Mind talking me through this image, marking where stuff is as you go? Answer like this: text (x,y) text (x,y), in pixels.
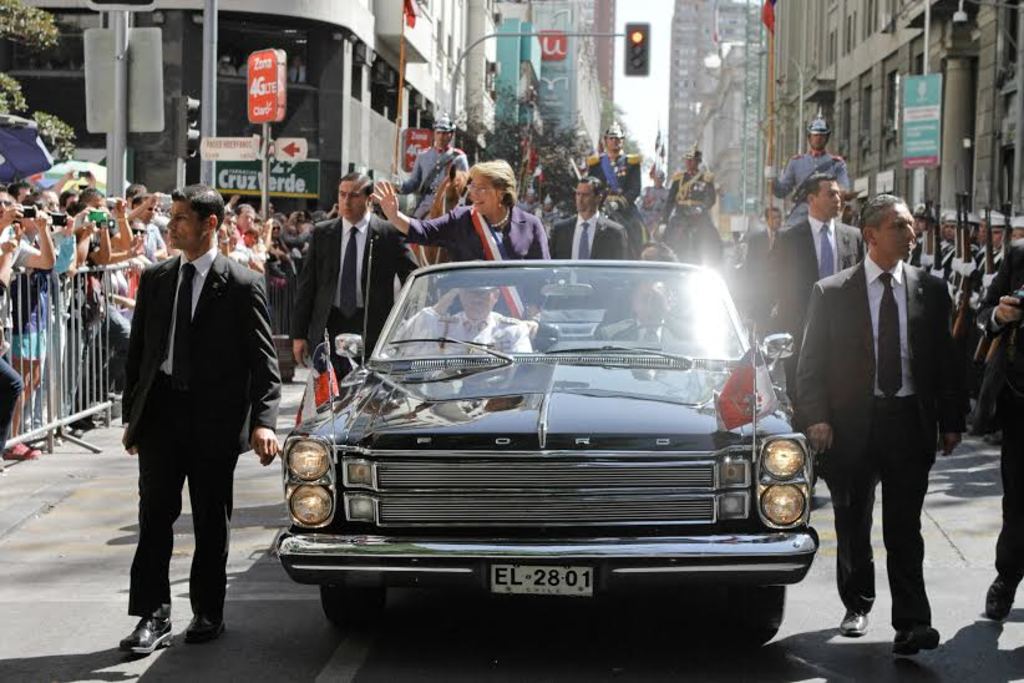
In this picture we can see a vehicle (504,381) and the two persons (656,344) sitting inside it. We can see a women (489,226) standing and all the persons (911,279) wearing same attire (754,274) standing near to the car (463,386). This is a traffic signal (639,64). This is a sky (652,114). Across the road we can see buildings (505,74). This is a flag (407,8). Behind to the fence (62,351) we can see persons (134,234) standing and taking snaps.
